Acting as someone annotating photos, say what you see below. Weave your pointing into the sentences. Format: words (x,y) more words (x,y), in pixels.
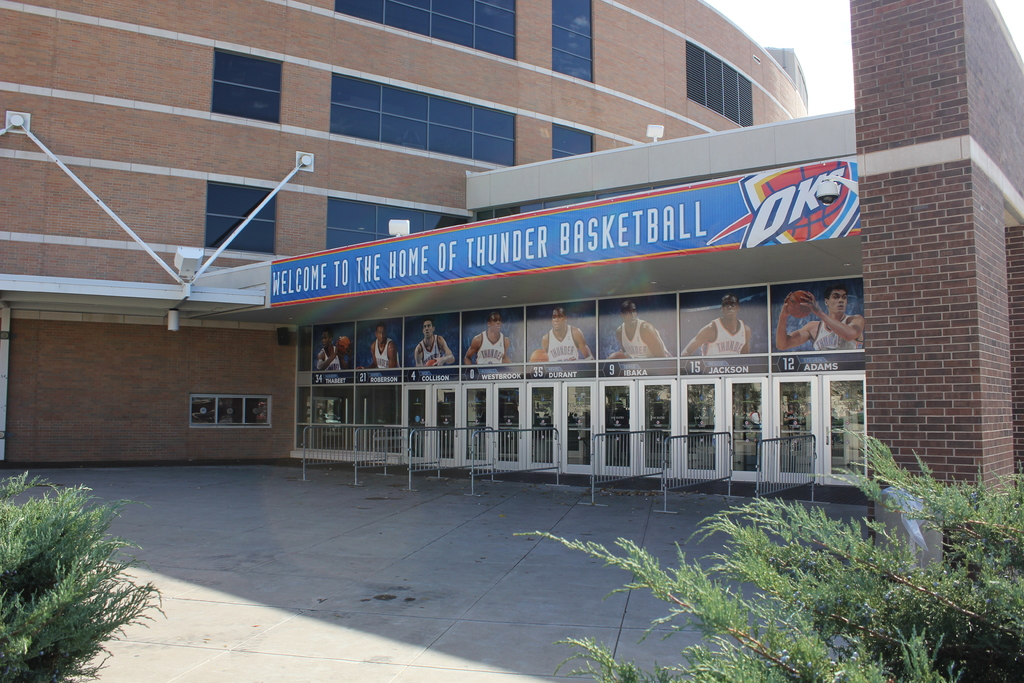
In this picture we can see the building (438,104). In the center (538,428) we can see the entrance door (857,441) and fencing (668,458). At the top of the door (721,407) we can see the photos (585,336) of a player (816,314) who are wearing white t-shirt (491,358) and some players (829,324) are holding basketball (798,299). In the bottom right corner (915,528) there is a plastic cover (910,513) on the plant (840,603). In the top right (760,14) there is a sky (786,43). On the left (204,425) we can see the windows (215,403).
